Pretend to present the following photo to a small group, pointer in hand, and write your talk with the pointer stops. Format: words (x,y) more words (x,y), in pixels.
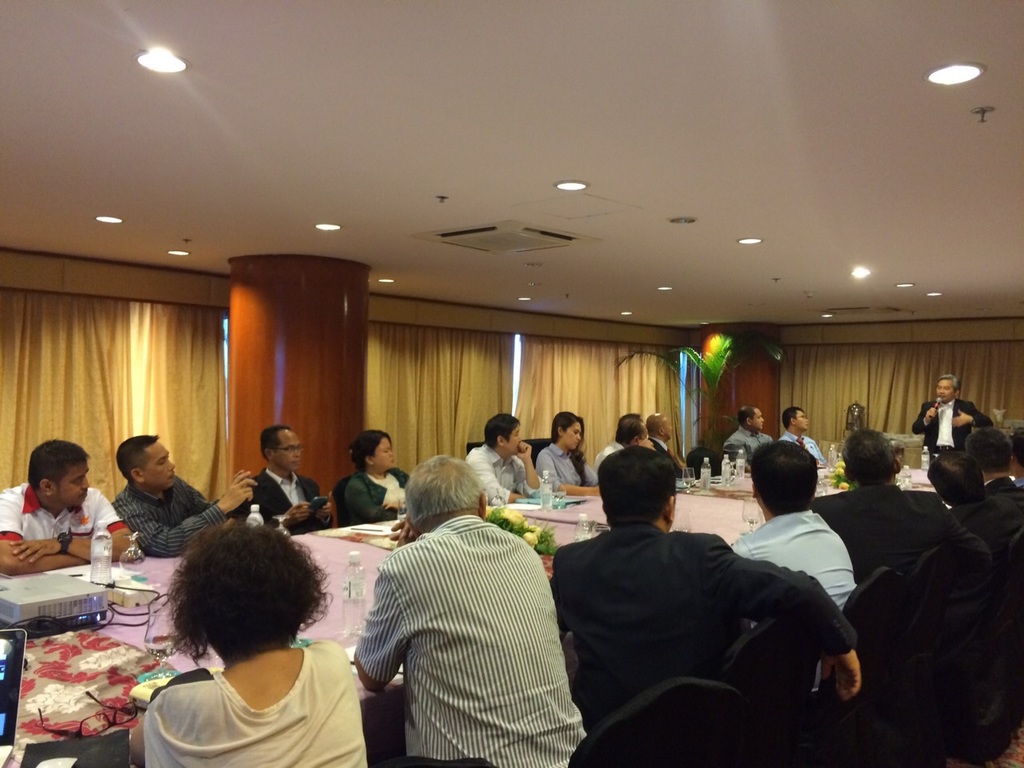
A group of people (142,448) gathered around a table (566,535) sitting in chairs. There is man (972,414) standing and speaking to them. There are some bottles (724,480) and water glasses (152,629) on table (689,507). The room (869,430) has false ceiling (741,231) with some rows of light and AC vent (478,245).
